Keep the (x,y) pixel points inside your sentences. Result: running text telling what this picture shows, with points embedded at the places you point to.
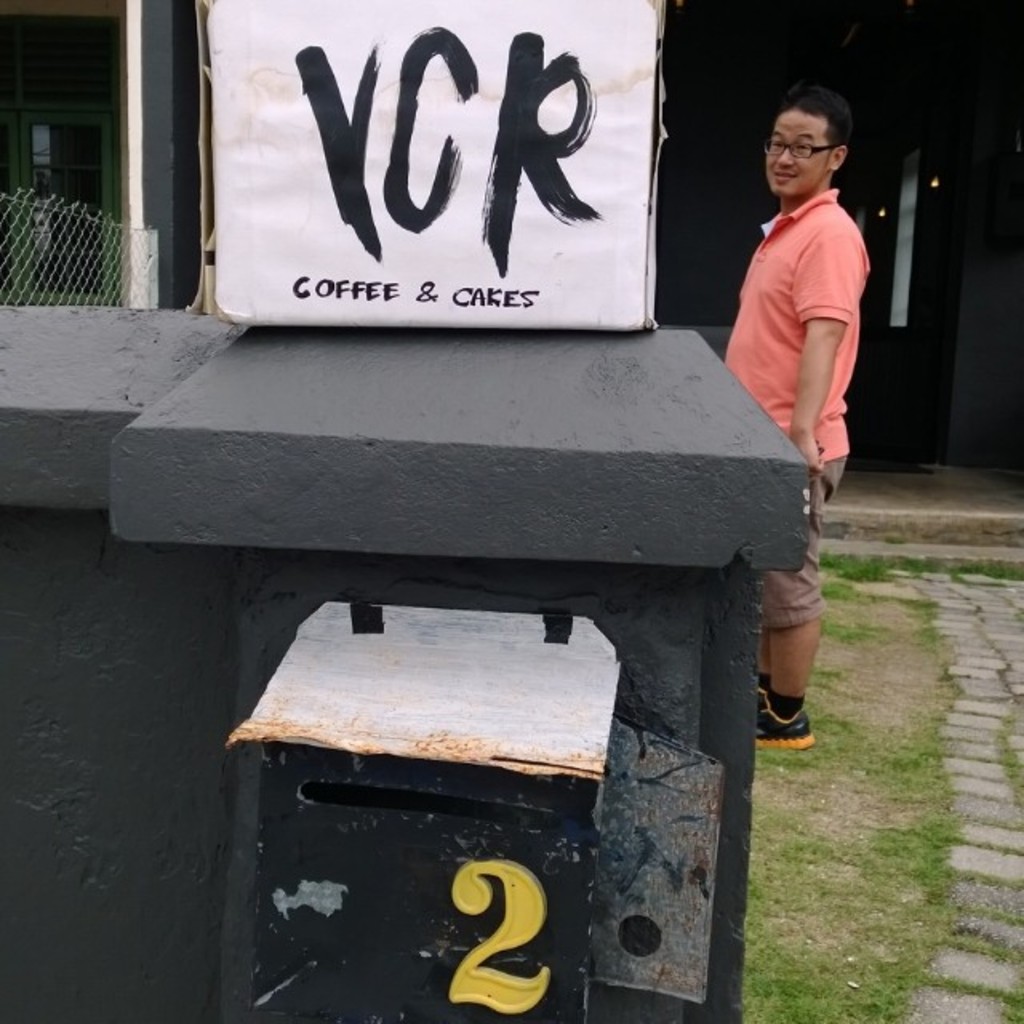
In this picture there is a man (743,359) standing and we can see board (380,207) on the platform (451,440), box (340,639) and mesh (120,239). We can see grass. In the background (109,133) it is dark and we can see glass window (40,156).
